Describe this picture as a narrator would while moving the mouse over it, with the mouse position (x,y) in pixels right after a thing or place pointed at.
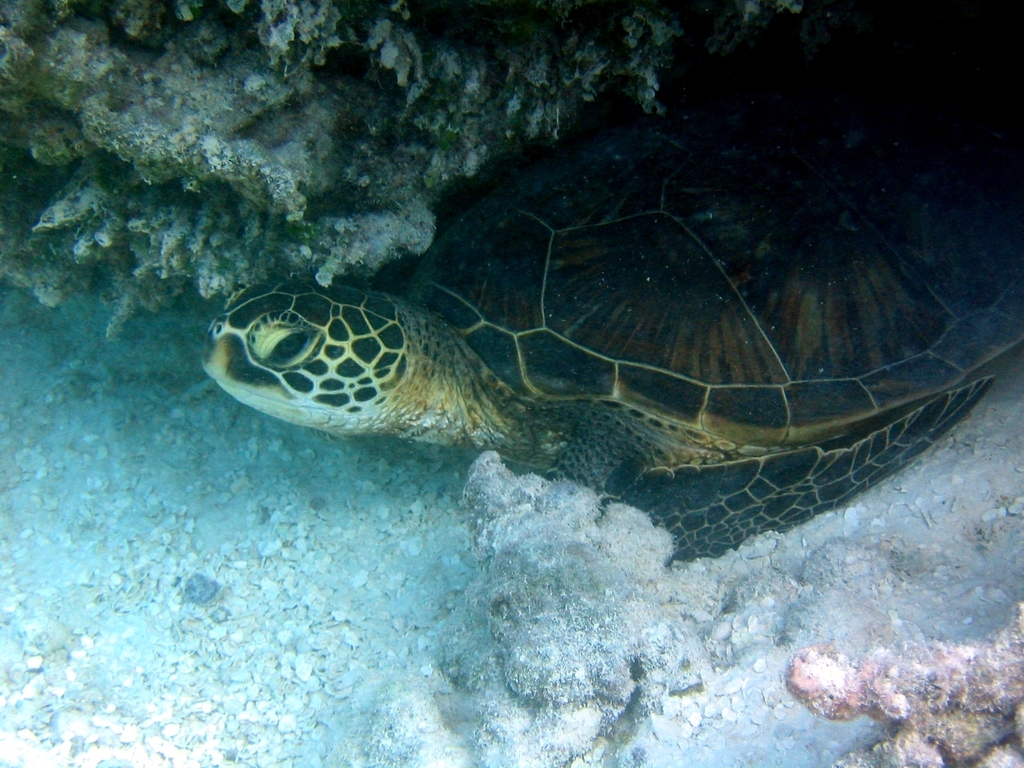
In this image we can see a tortoise (770,303) in the water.
